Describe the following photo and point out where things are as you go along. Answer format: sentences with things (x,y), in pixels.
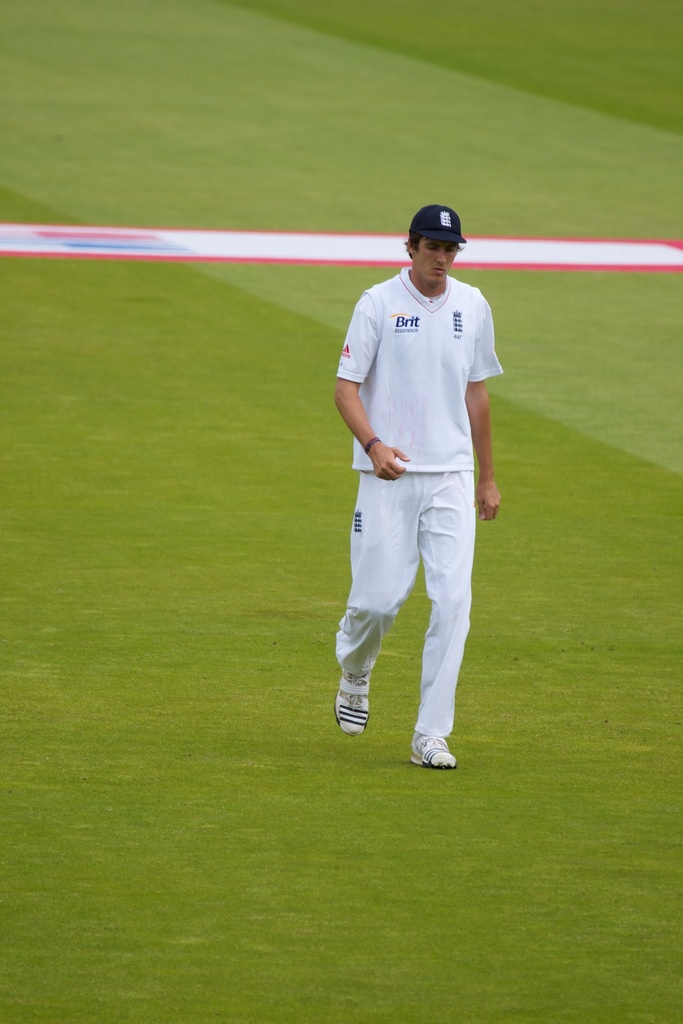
In this image there is a person (398,354) with a hat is standing on the grass (315,744).
